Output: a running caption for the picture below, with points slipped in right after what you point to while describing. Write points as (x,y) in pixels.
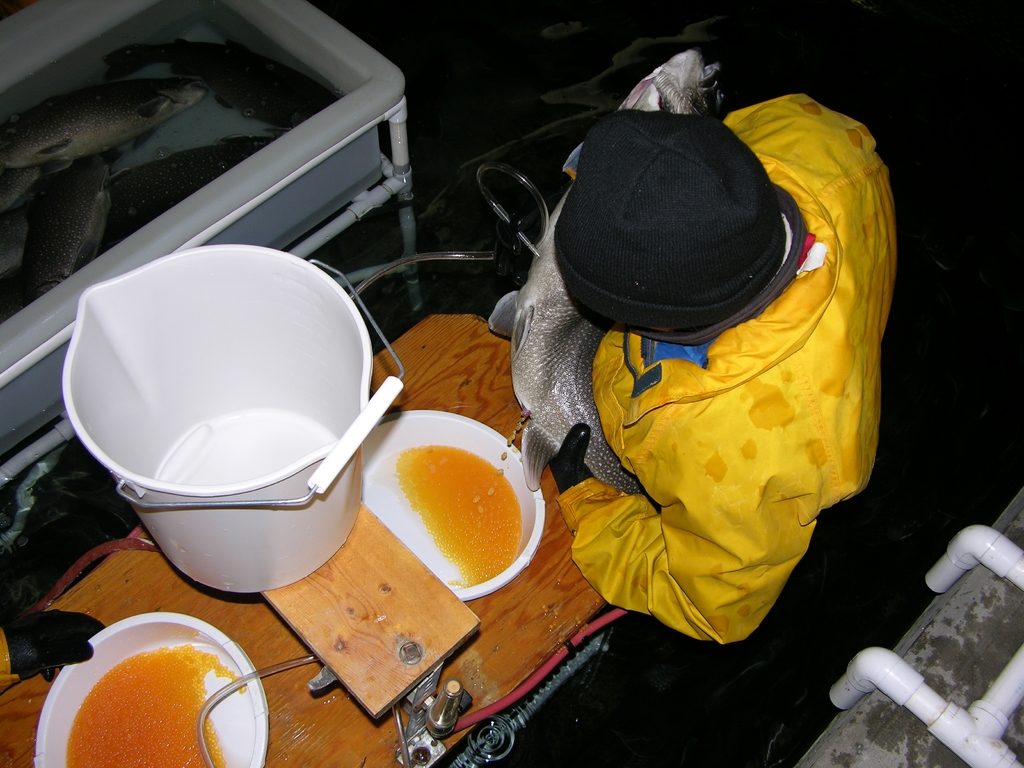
In this image we can see a person (720,280) is holding a fish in the hands (559,451) and there are items (138,663) in the plates (246,692) and bucket (306,473) on a wooden plank (396,600) are on a platform (396,615). We can see fishes (108,132) in the water (134,158) in a tub (252,182) on a stand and there are pipes (1017,681) and objects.
